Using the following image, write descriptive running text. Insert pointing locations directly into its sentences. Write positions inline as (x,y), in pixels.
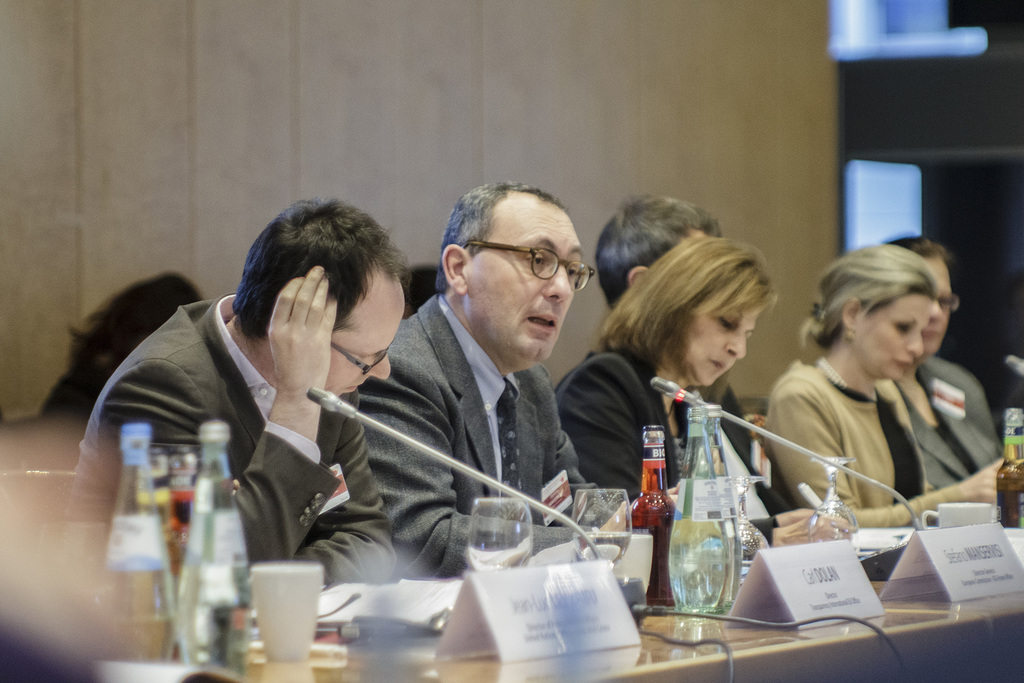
This image is taken indoors. In the background (518,119) there is a wall (522,110). At the bottom of the image (664,657) there is a table (595,659) with a few name boards (582,624) and many things (201,530) on it. In the middle of the image (461,229) a few people (468,296) are sitting on the chairs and writing on the papers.
